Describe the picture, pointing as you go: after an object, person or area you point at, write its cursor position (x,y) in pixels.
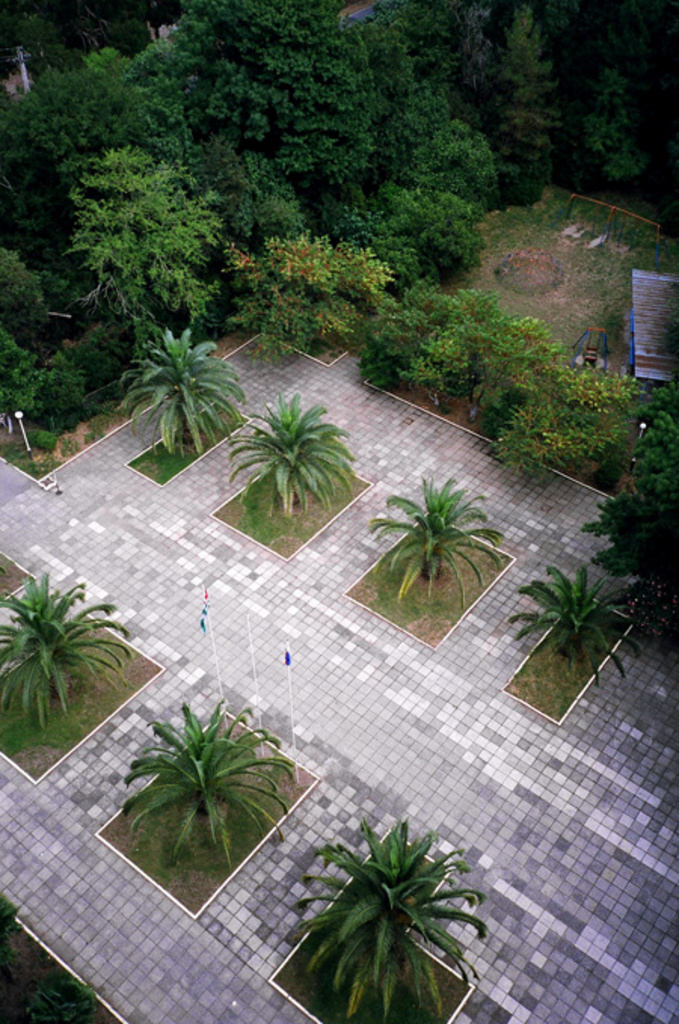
In this image we can see flooring (372,714), trees (392,848) and flags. On the right (649,296) there is a shed (654,289).
